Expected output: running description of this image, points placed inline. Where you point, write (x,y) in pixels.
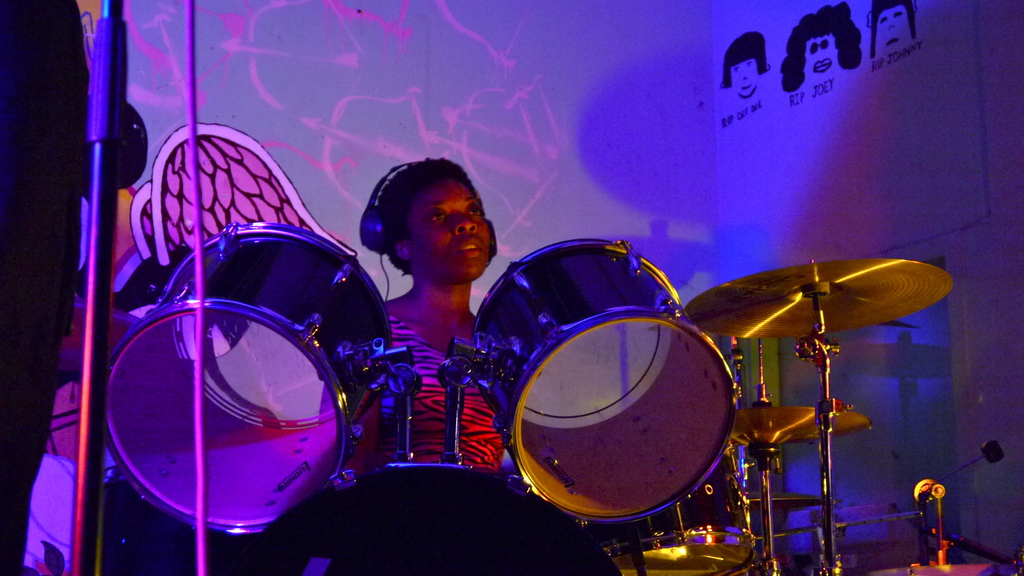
In this image I can see a woman (448,241) is playing musical instruments (517,379) on the stage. In the background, I can see posters (892,40), mike stand (102,130) and one person (46,23) is standing. This image is taken may be on the stage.
